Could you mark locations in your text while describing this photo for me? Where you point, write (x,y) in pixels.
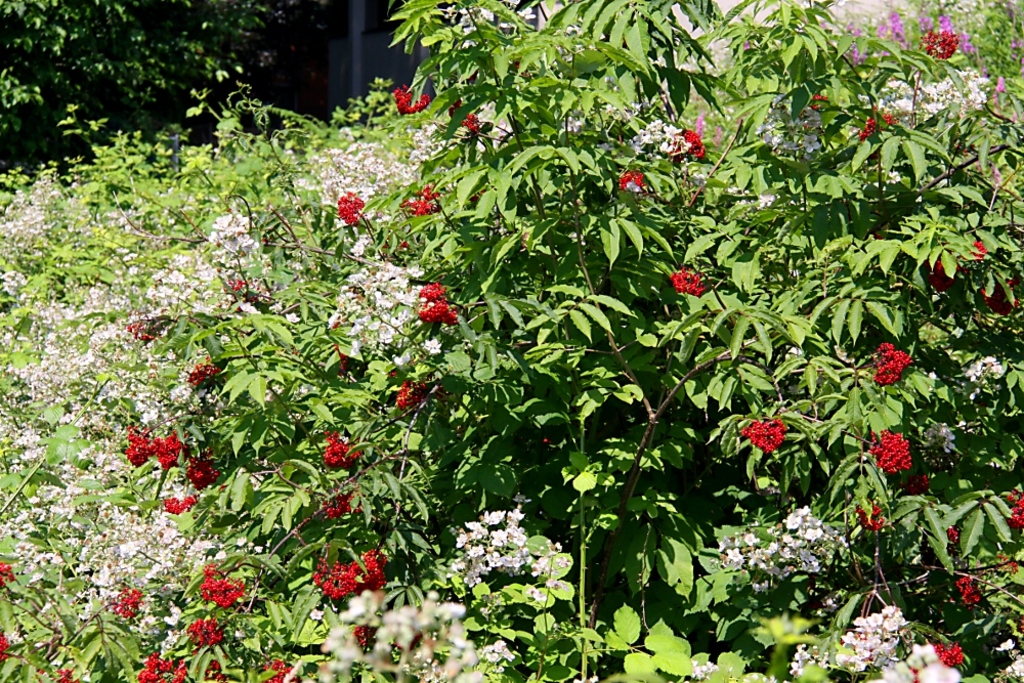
In this image, we can see there are plants (564,286) having flowers (134,399) and green color leaves (408,125). In the background (226,46), there are branches (47,20) of a tree (84,62) having green color leaves (120,65) and there is a wall (354,67).
